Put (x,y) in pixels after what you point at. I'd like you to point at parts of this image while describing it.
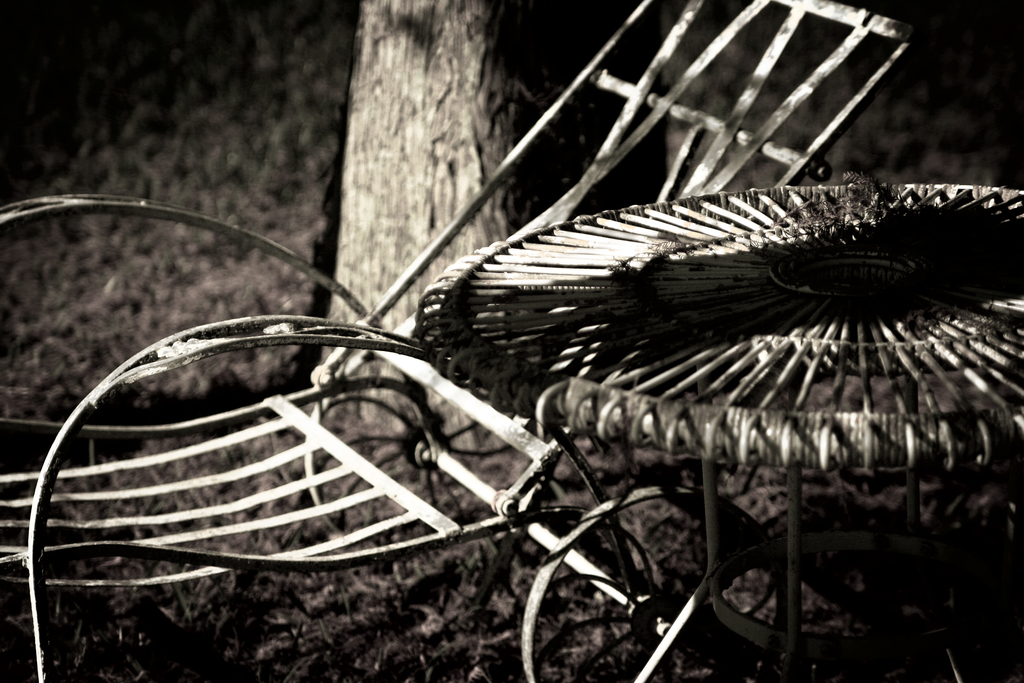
This is a black and white pic. We can see a chair (189,219), table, tree (411,128) and grass (316,146) on the ground (279,234).
